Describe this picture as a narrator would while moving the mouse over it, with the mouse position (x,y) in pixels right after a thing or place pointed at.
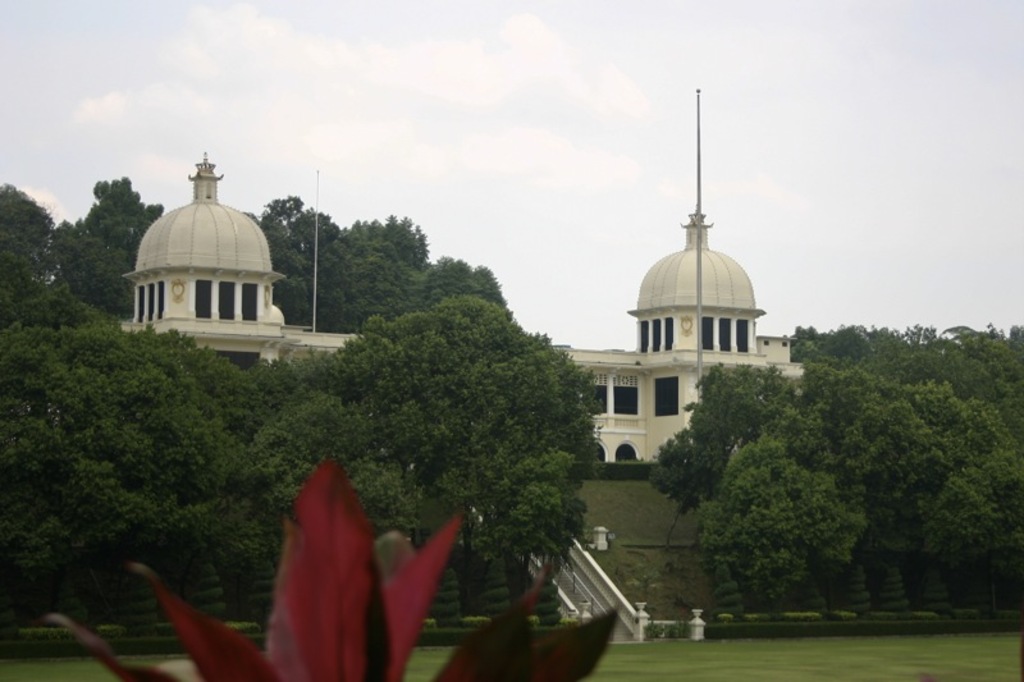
In this picture we can see 2 buildings (640,411) surrounded by trees (547,492), grass (626,643) and plants (597,630). Here we can see a staircase (602,596), poles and a cloudy sky (368,120).
